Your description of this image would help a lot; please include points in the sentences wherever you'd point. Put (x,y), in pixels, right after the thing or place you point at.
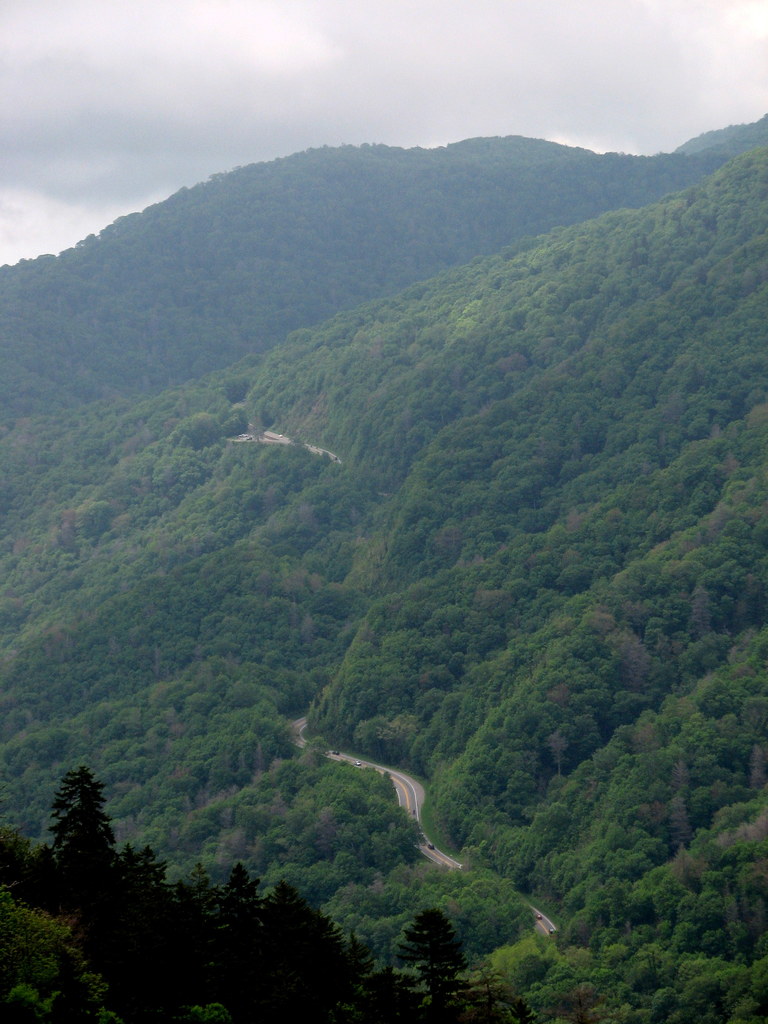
In this image I can see the road (409,799) and few vehicles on the road (401,777). I can see few trees (192,912), few mountains (248,702) and the sky (454,42).
